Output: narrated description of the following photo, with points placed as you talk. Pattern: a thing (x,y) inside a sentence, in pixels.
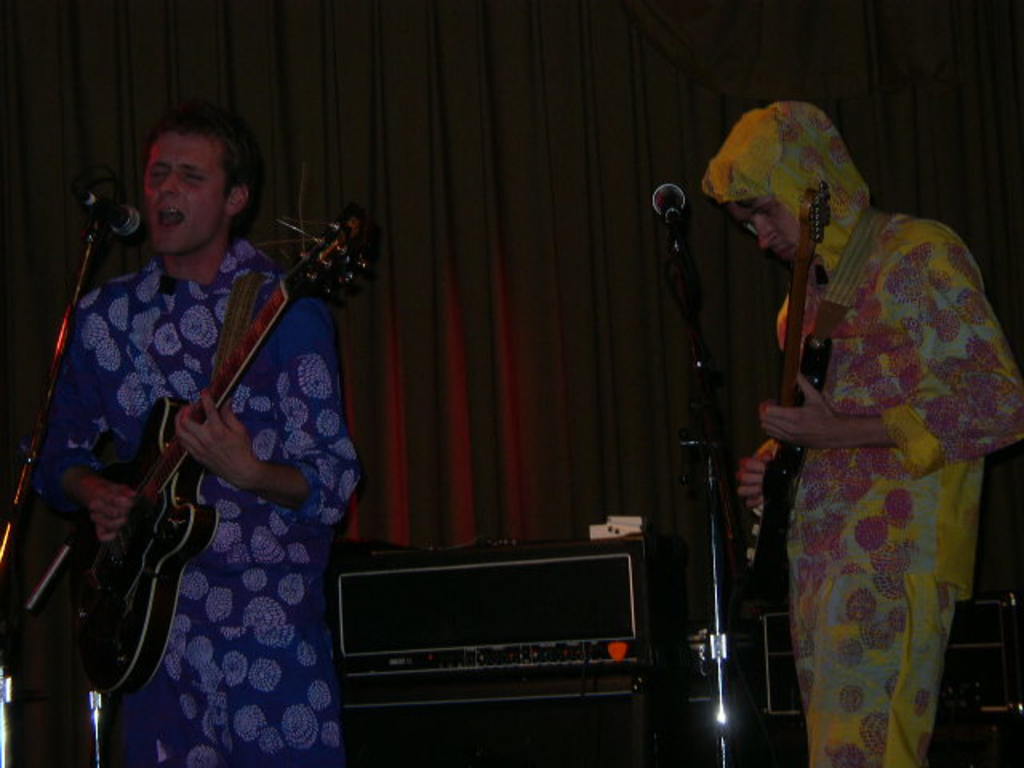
In this image I can see two people (307,504) playing the musical instruments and these people (306,446) are standing in-front of the mics (722,673). I can see an electronic device (531,616) and I can see the black background (578,252).
